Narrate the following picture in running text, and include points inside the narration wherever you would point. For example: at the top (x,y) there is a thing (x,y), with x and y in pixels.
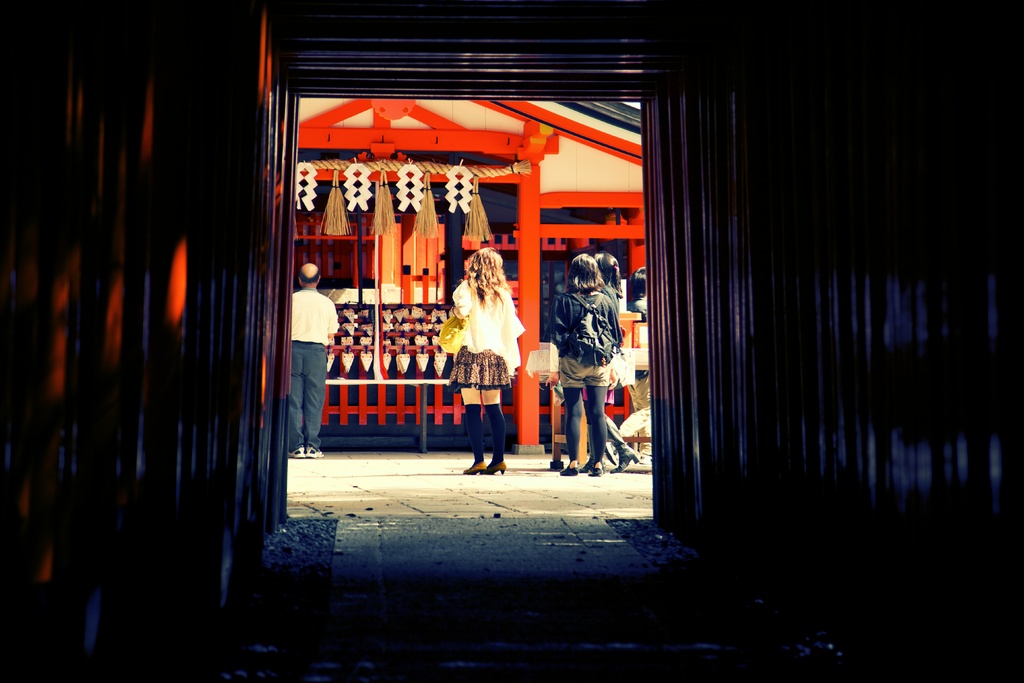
In this image we can see walls (752,488), people (497,406), pole (523,430), and other objects (643,342).
